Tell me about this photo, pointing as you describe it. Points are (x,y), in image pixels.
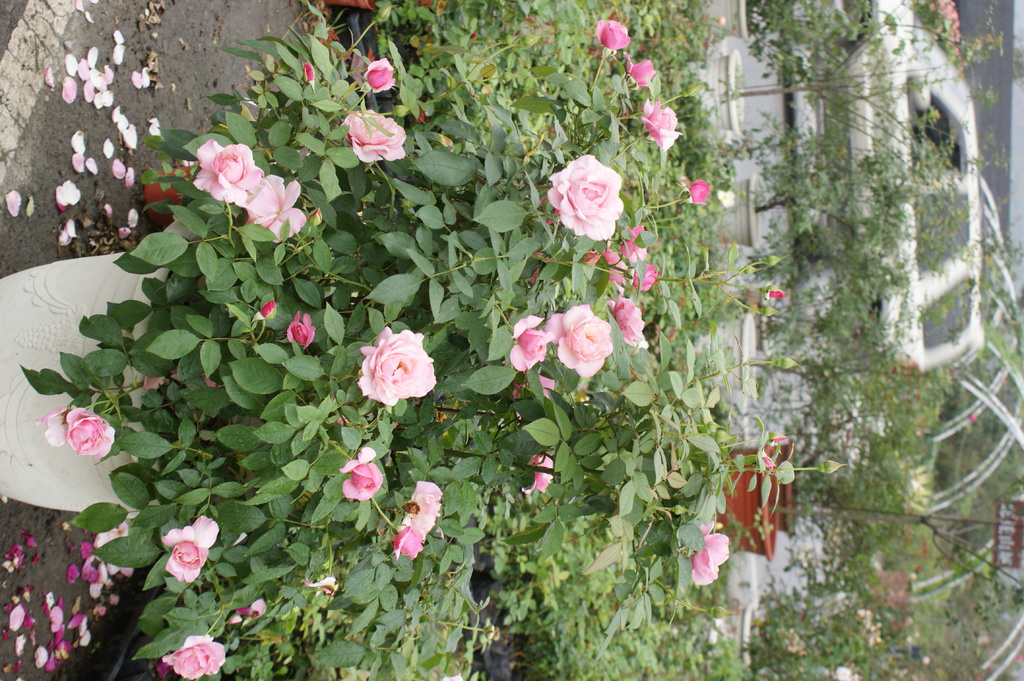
In this image there is a plant (382,479) placed on the ground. In the background (728,339) we can see plants (716,192), car (928,298) and wall (745,124).
